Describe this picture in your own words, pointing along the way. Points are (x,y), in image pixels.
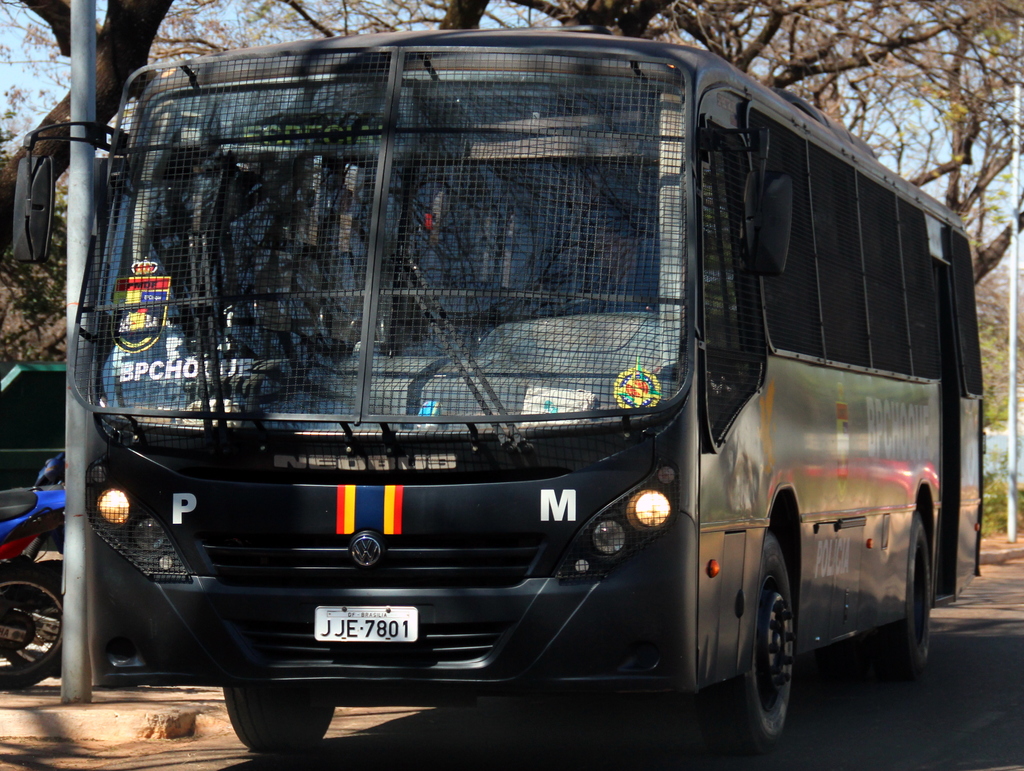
This picture is clicked outside. In the center (349,467) we can see the vehicles (884,238) seems to be parked on the ground (875,698). In the background (909,100) we can see the sky (917,116), trees (121,2), poles (76,29) and some other items (23,391).
